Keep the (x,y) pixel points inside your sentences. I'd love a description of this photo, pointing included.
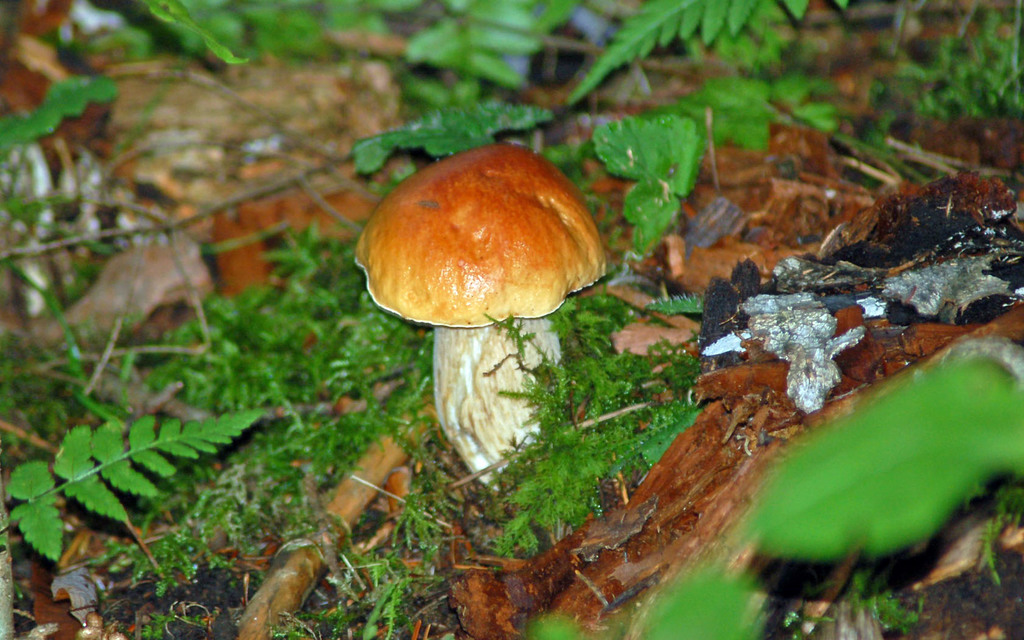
In the picture we can see a surface (855,298) with grass (672,416), plant saplings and a mushroom (500,450) and near it we can see some dust (841,300).
